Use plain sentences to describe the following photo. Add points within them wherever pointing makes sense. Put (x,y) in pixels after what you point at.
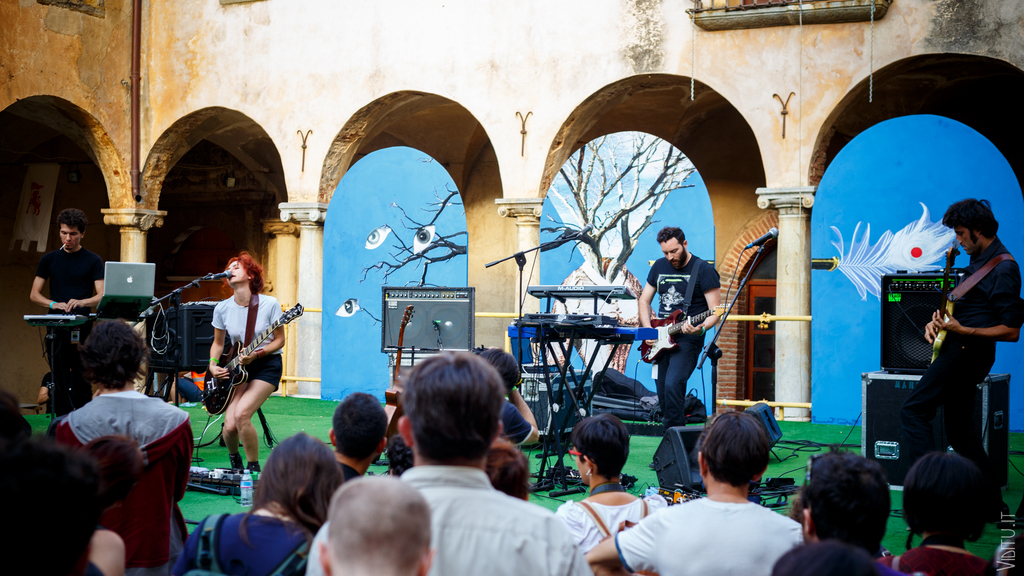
In this picture we can observe four members (239,310) on the stage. Three of them were playing guitars (660,330) and one of the guy (84,252) is standing here. There are some people (113,489) watching them. There were men (855,524) and women (282,498) in this group (256,552). In the background (471,40) there is a wall (416,58) and a dried tree (584,220).
